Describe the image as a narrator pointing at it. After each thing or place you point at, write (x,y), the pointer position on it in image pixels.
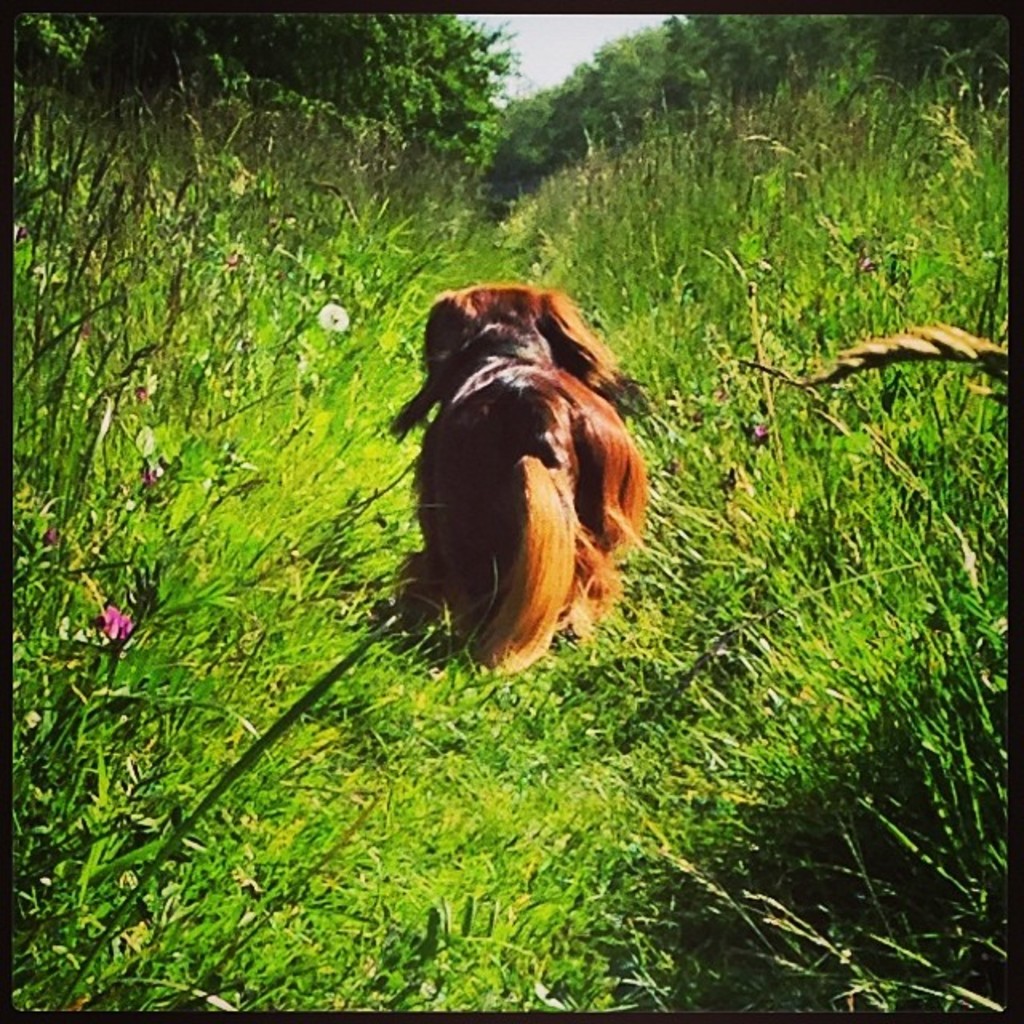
In the picture we can see a photograph of a grass plant (617,820) in it, we can see an animal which is brown in color with hair (526,605) and in the background (369,53) we can see a plant (492,87) with some part of sky (540,48) beside it.
